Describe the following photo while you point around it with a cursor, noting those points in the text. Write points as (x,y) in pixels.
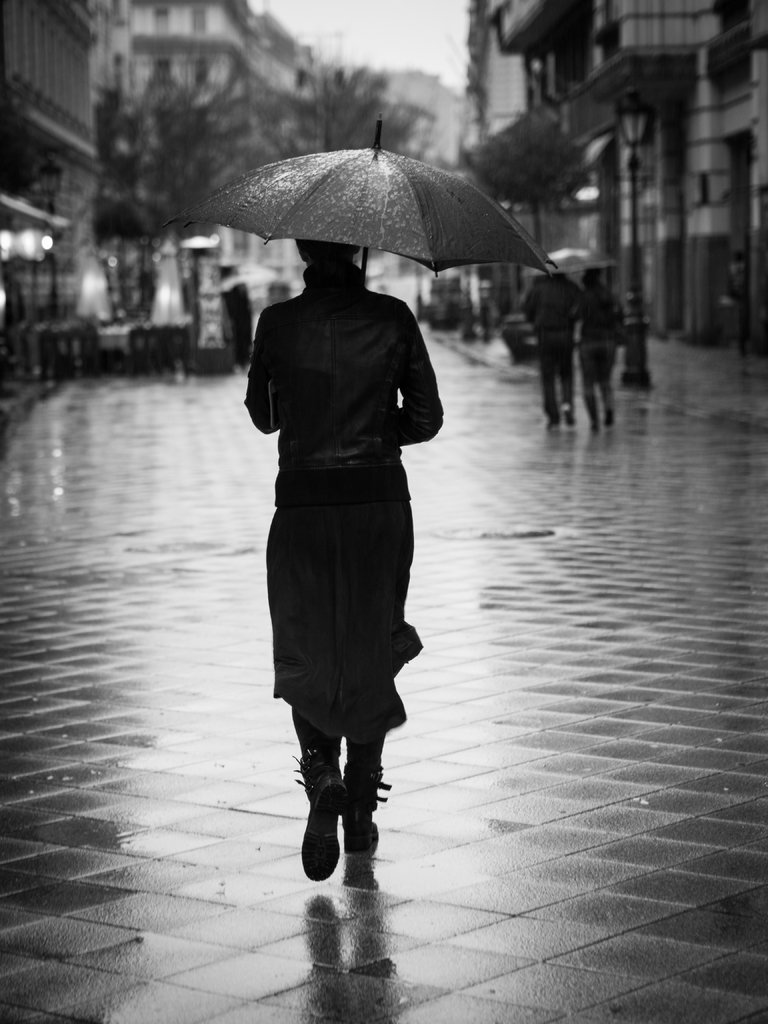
In this image I can see a road (134,442), on the road (500,586) I can see there are few persons (334,361) walking, holding an umbrella (278,184) beside the road (494,598) I can see few buildings (722,122) and trees (259,106).
